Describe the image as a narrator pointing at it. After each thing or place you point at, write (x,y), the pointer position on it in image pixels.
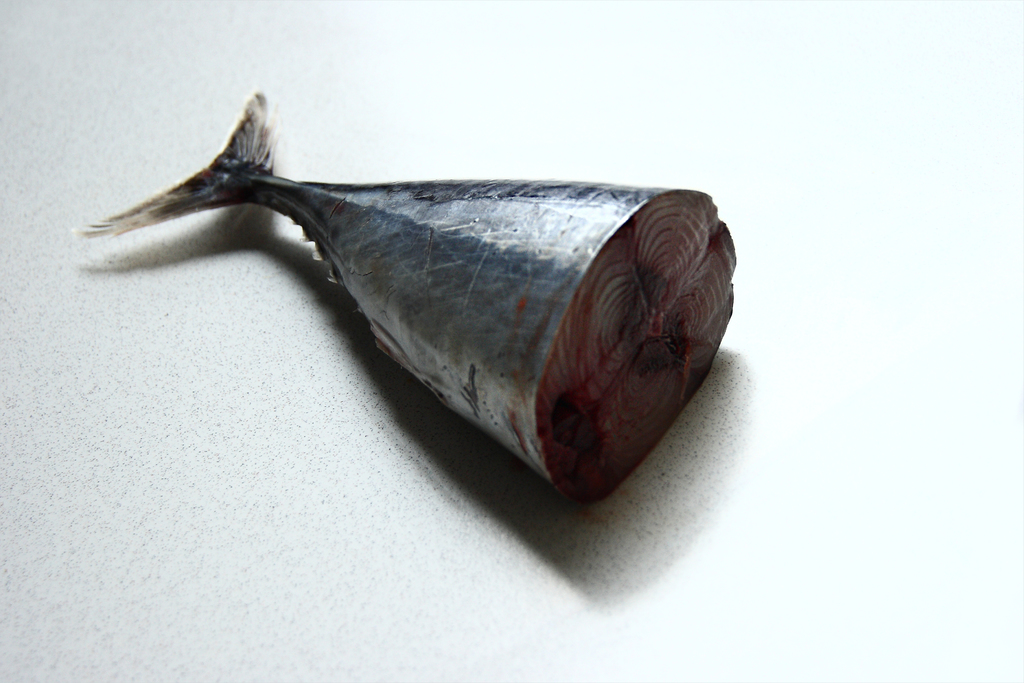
In this image there is a half cut fish piece (387,246) with a tail (268,133) on the object (774,484).
